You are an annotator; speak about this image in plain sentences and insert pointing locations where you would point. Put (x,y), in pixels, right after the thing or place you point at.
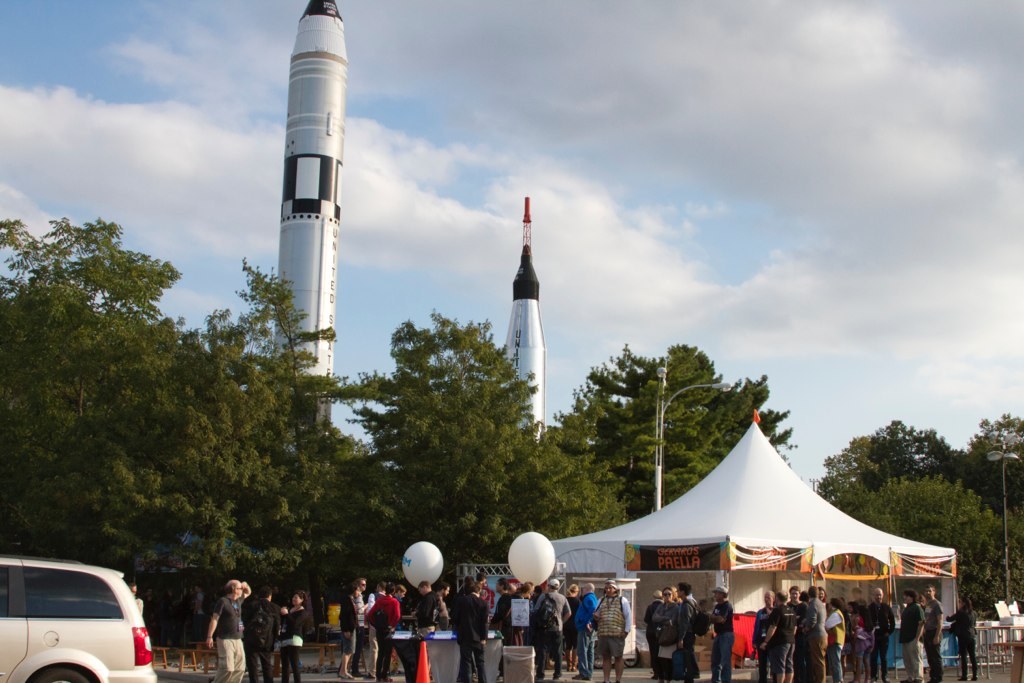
In this image there are two rockets (316,267), in front of them there are trees (435,460) and tents (582,545), in front of the tents (651,586) there are a few people (511,626) standing and there is a car (121,638) parked.
